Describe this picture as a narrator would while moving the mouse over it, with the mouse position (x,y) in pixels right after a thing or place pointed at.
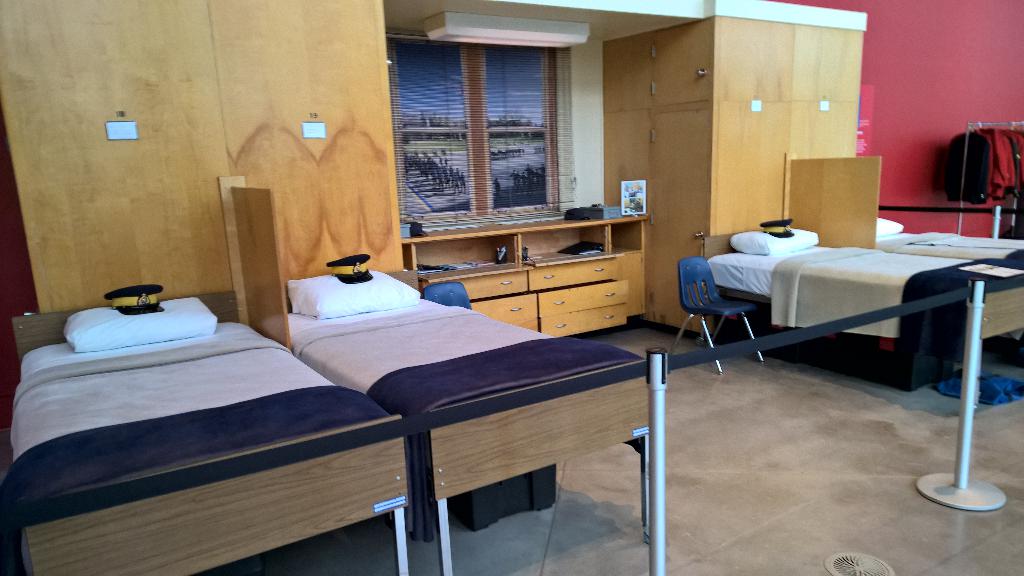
In this image i can see four beds (955,237), four pillows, two chairs (705,287), at the background (521,315) i can see a cupboard (521,315), a window (467,191).
